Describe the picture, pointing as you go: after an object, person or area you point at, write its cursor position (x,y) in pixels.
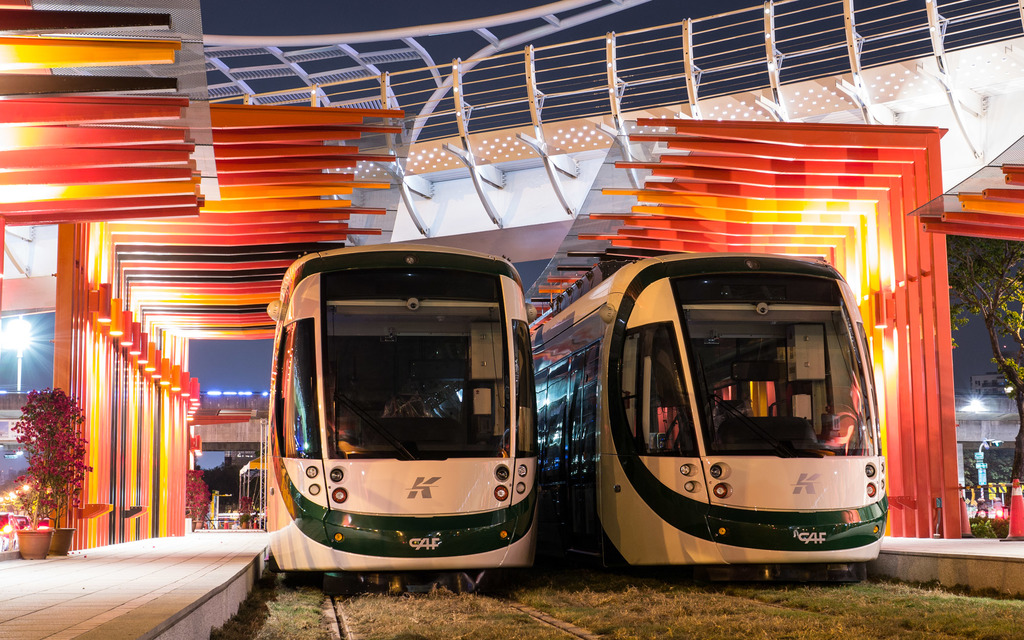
In this picture there are two trams (584,387) in the center of the image (367,338) and there are platforms (41,626) on the right (904,408) and left side of the image (22,577), there is a bridge (407,40) at the top side of the image (590,90) and there are plant pots (26,543) on the left side of the image (33,420), there is grassland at the bottom side of the image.
